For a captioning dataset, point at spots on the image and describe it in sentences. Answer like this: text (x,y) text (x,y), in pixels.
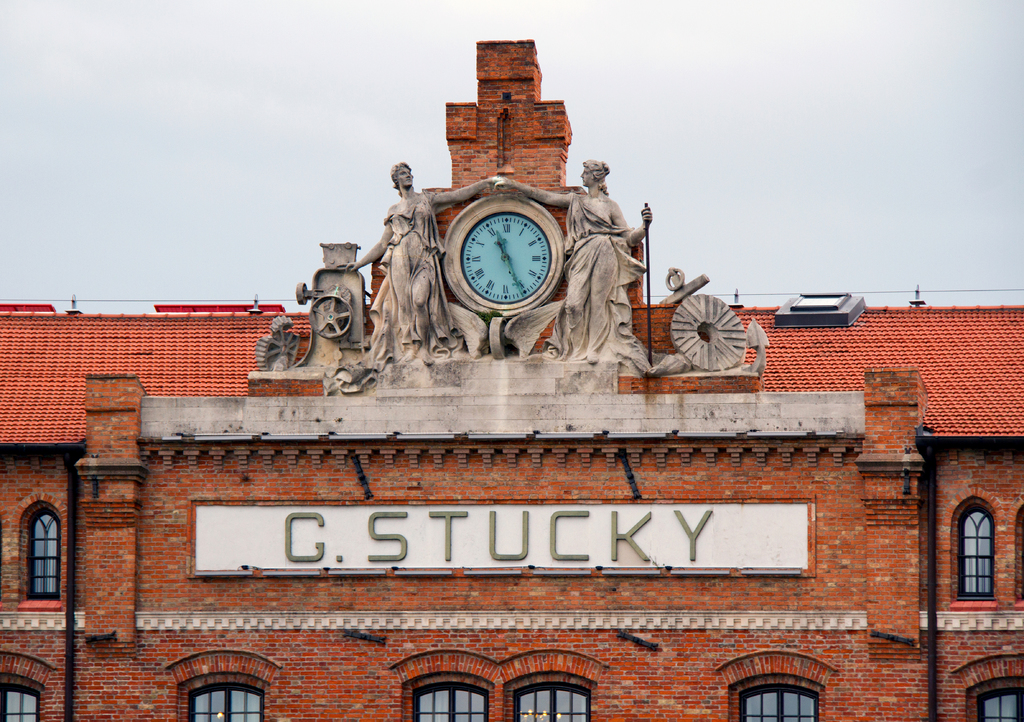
In the center of the image (552,360) we can see two statues (427,356) and a wall clock (514,208) on a building (493,541) containing group of windows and some text (554,524) on it. In the background (972,167), we can see the sky (335,152).
